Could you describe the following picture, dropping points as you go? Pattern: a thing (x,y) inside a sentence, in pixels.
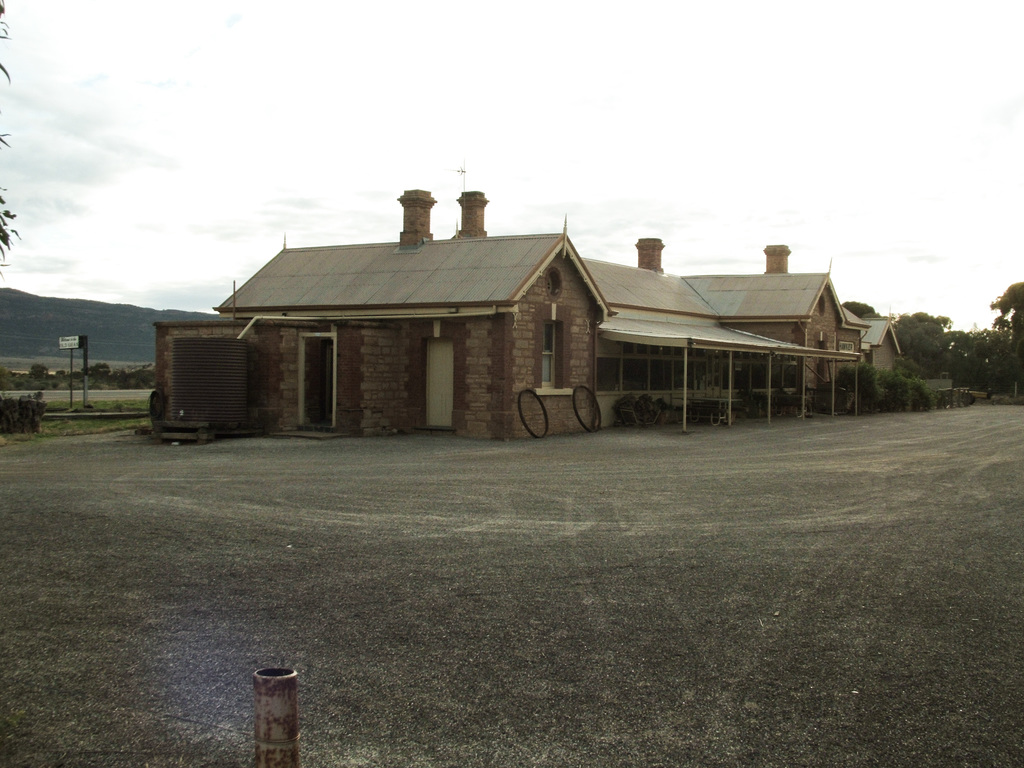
This image is taken outdoors. At the top of the image (144,217) there is the sky (199,133) with clouds (397,140). At the bottom of the image (598,659) there is a ground (181,664) with gravel (95,538) on it. There is an iron bar (281,717). In the background (70,323) there is a hill (104,320). There are a few plants (135,376) and trees (961,339) on the ground (101,401). On the left side of the image (15,227) there is a tree (5,138). There is a board (72,342) with a text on it and there is a pole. In the middle of the image (529,347) there are a few houses (744,351) with walls (469,383), windows (619,373), doors (446,382) and roofs (656,307). There are a few plants (882,390) on the ground (652,434).
